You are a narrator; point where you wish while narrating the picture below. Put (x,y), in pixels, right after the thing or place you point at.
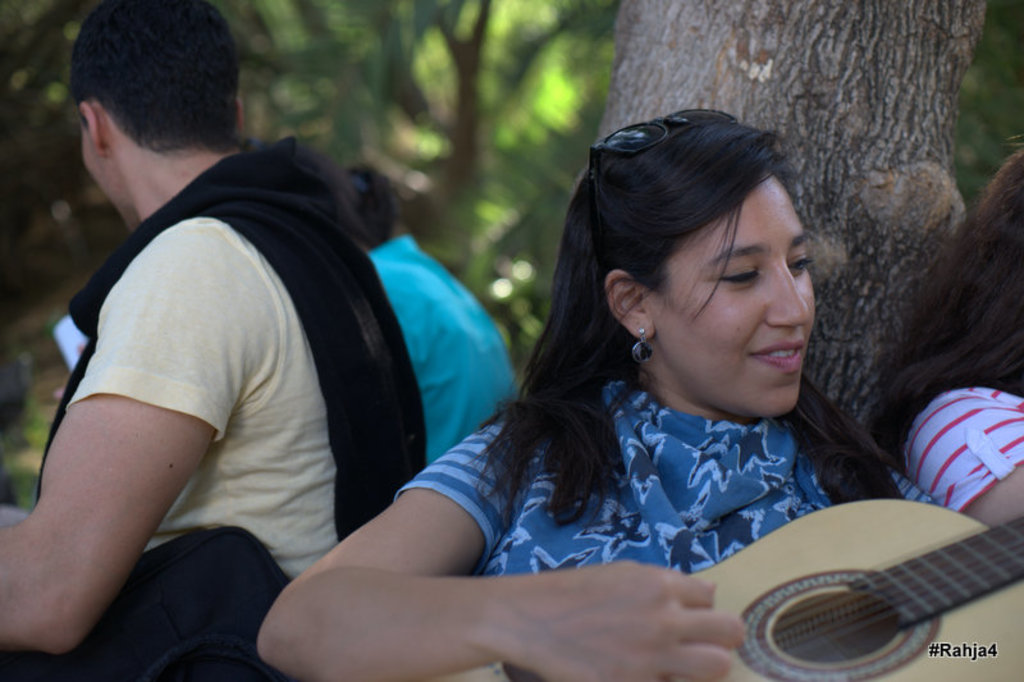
This is a picture taken in the outdoors. There are group of people (290,418) sitting on floor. The woman (531,525) in blue dress (640,499) was holding a guitar (835,605). Behind the women (615,500) there are trees (726,73).
